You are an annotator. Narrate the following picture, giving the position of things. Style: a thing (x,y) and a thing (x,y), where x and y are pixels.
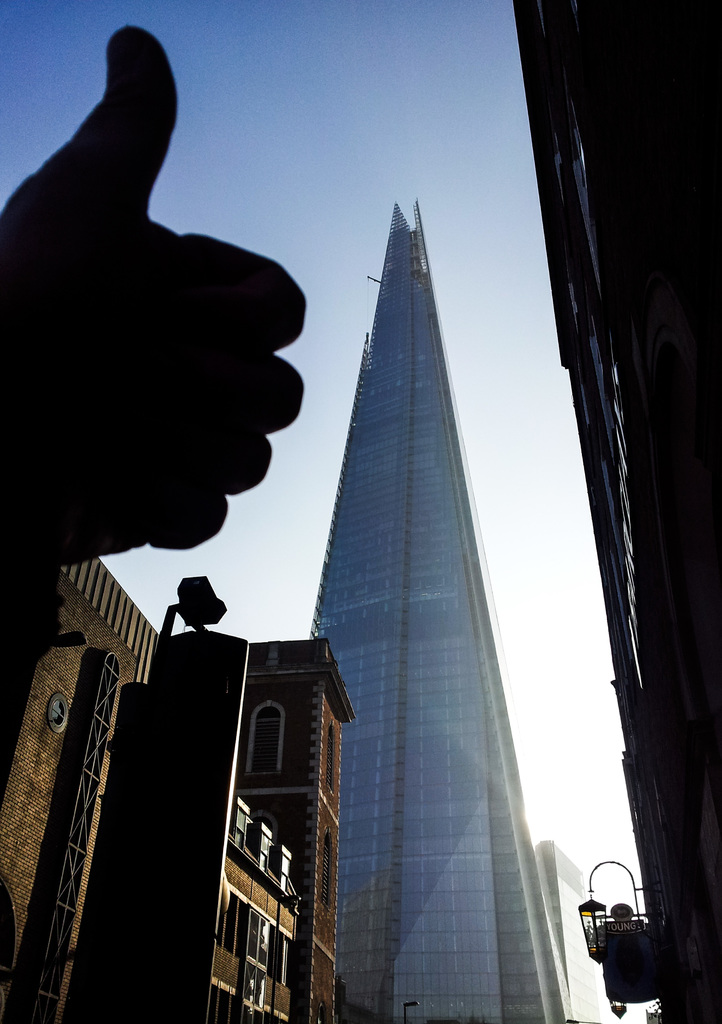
In this image I can see on the left side (66,523) a hand (181,347) of a human (151,299), in the middle (387,672) there are very big buildings (442,860). At the top (367,204) it is the sky (549,830).
